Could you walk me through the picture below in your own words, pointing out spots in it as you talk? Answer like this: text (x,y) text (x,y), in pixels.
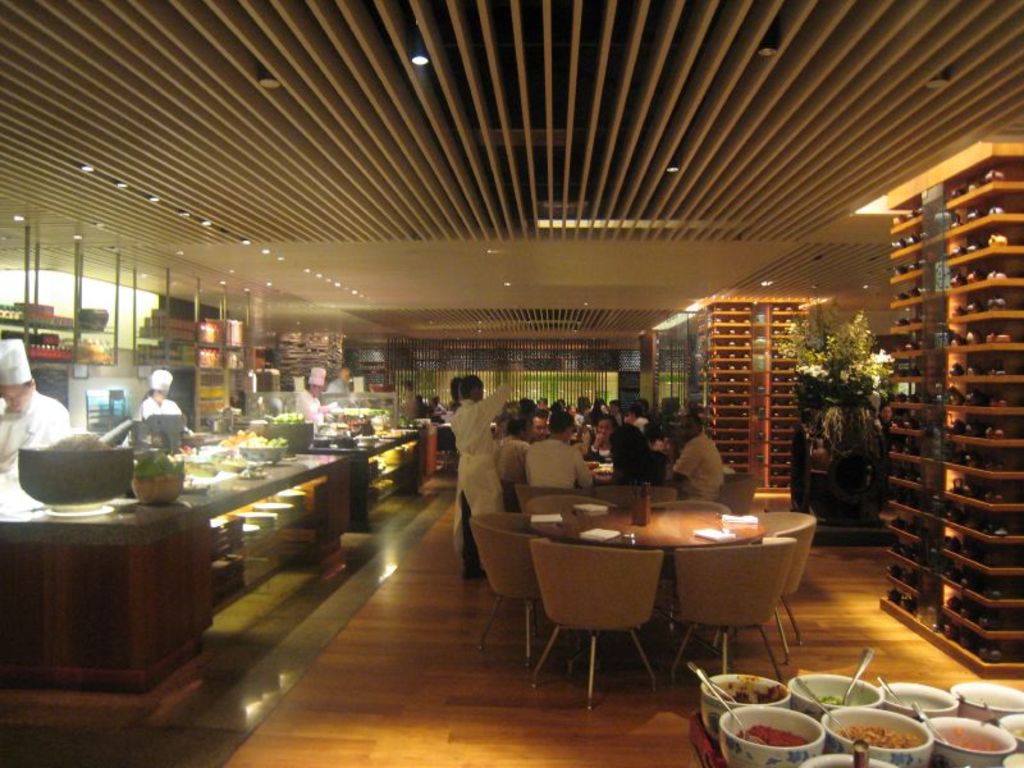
In this image there are tables (697,541), on that tables (681,532) there are few items (720,536), around the tables (547,527) there are chairs (545,552), in that chairs (727,577) there are people (543,473) sitting, on the left side (76,645) there are tables (103,524), on that tables (117,564) there are food items (244,435), beside the table (316,476) there are people (43,435) standing, at the top (296,106) there is a ceiling (853,104) and there are lights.
